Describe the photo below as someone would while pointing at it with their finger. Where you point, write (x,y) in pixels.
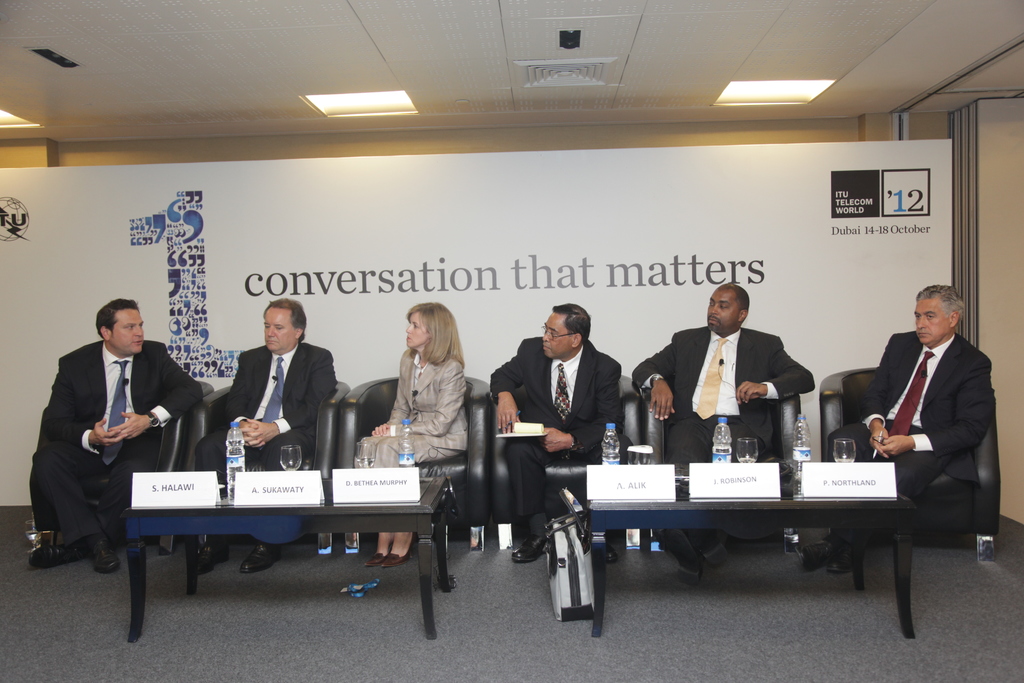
This is a picture where we can see six people (107,325) one lady (430,311) and five men (153,356) among them sitting on sofas (852,388) in front of table (420,525) on which there are some glasses (361,452) and behind them there is a board (266,222) of white color and we can see some lights (401,99) around the room (907,95).
